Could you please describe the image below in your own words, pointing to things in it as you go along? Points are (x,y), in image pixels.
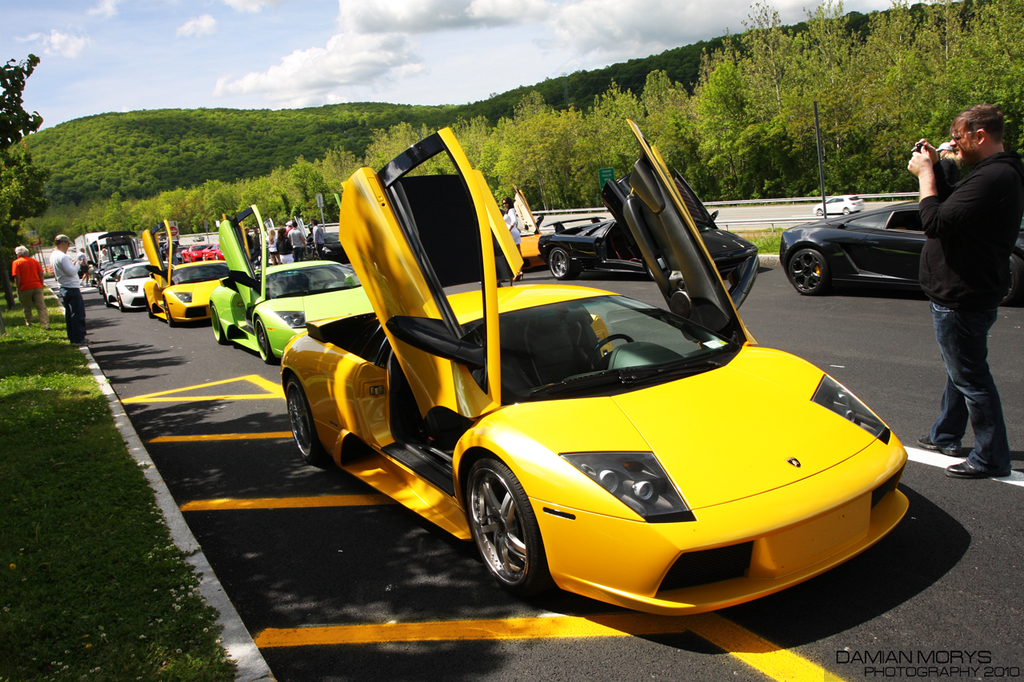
In this image there are vehicles (259,296) on the road (1007,510), group of people (304,249) standing, trees (715,116), hills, and in the background (451,91) there is sky (427,52) and a watermark (836,658) on the image.
